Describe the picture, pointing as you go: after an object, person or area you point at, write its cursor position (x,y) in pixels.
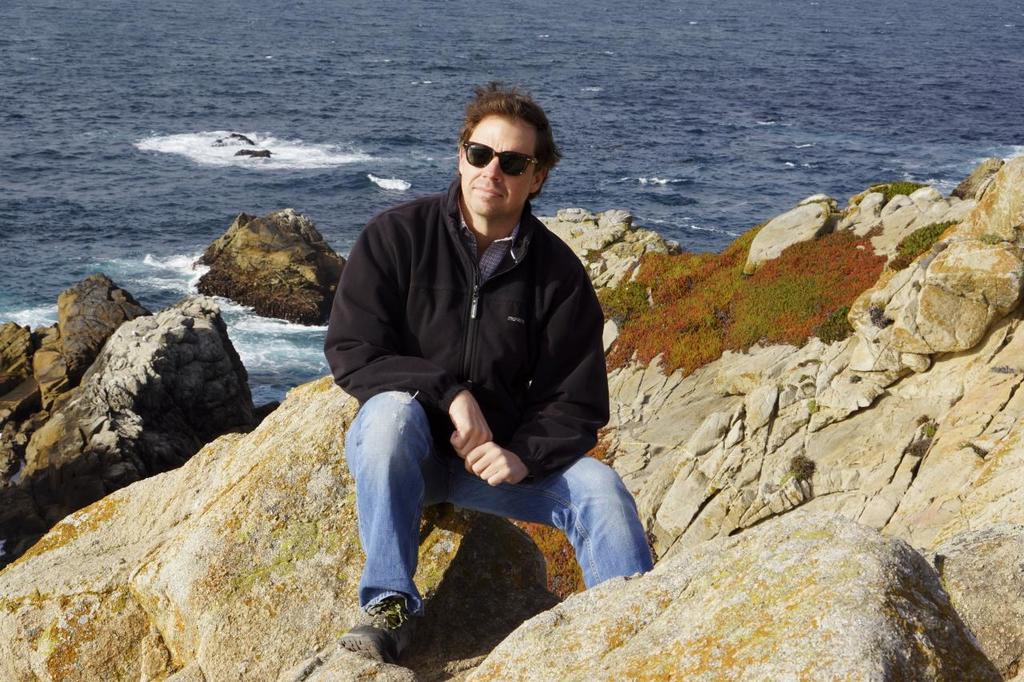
In this image I can see a man (392,358) wearing a jacket (548,374), sitting on a rock (303,466) and giving pose for the picture. Around him there are many rocks (176,371). In the background (441,85) there is an ocean (432,53).
